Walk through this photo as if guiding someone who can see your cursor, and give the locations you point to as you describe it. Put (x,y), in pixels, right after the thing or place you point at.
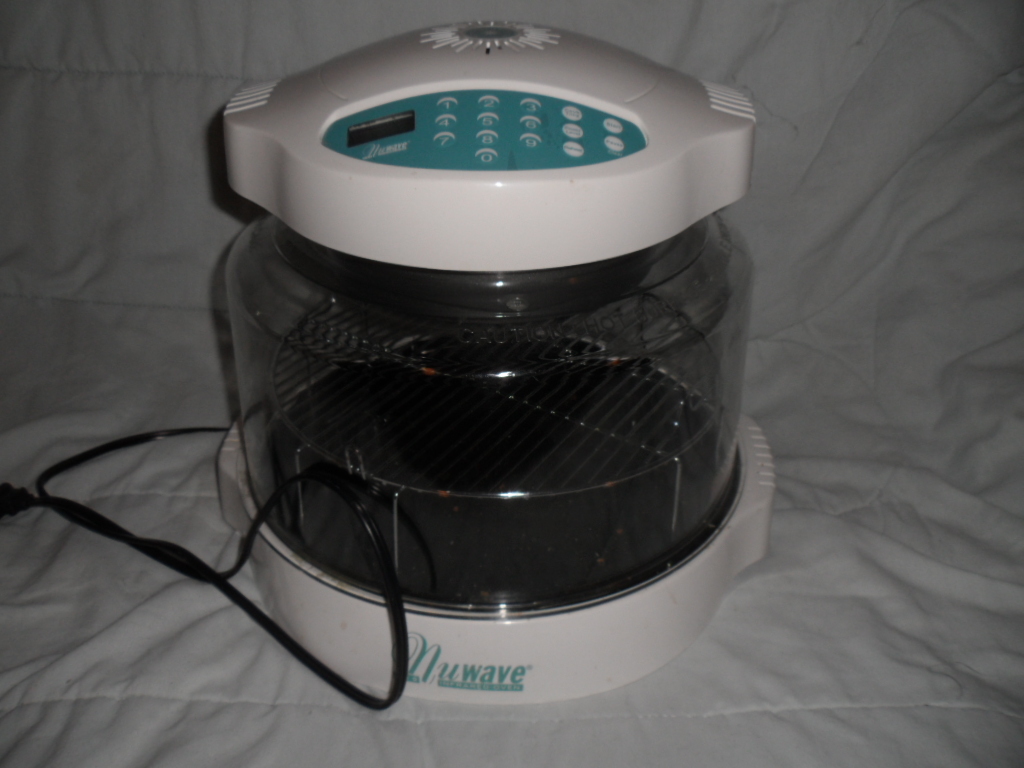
There is a device (569,92), which is having a wire (283,631), on the white color sheet (840,675).
